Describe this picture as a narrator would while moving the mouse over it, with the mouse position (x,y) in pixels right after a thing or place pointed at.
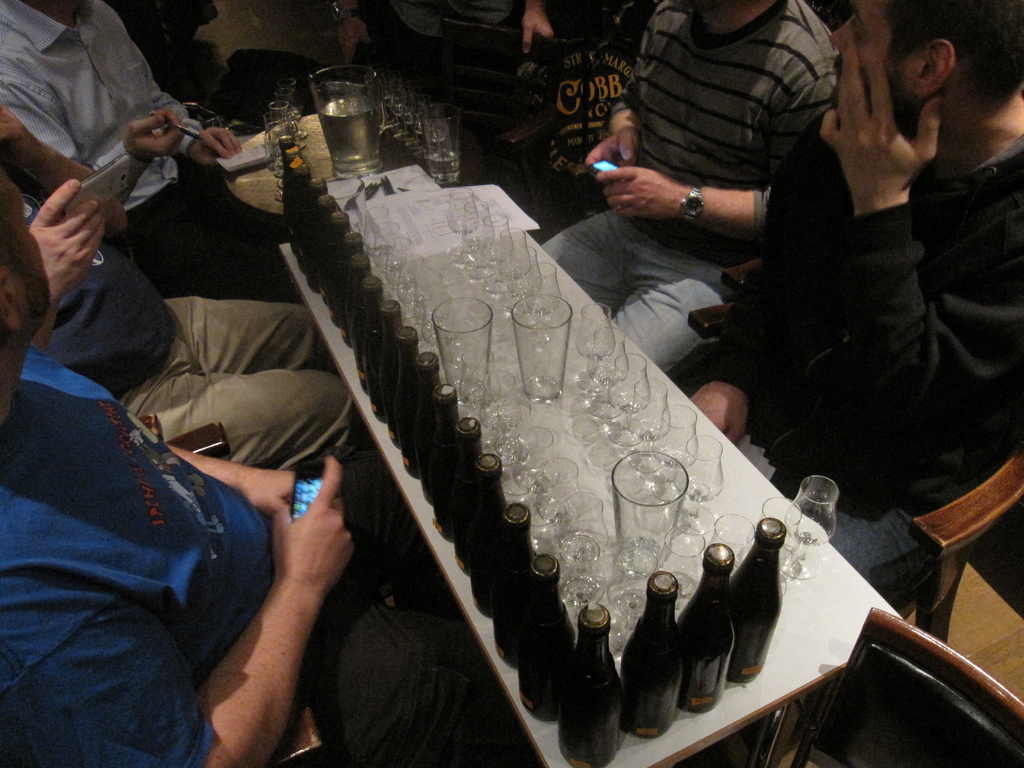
In the image we can see there are people (842,209) sitting, they are wearing clothes (165,248) and some of them are holding gadget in their hands (620,193). Here we can see bottles (589,714) and glasses (524,349) and wine glasses (592,500). Here we can see a table (732,703) and chairs (943,675).
